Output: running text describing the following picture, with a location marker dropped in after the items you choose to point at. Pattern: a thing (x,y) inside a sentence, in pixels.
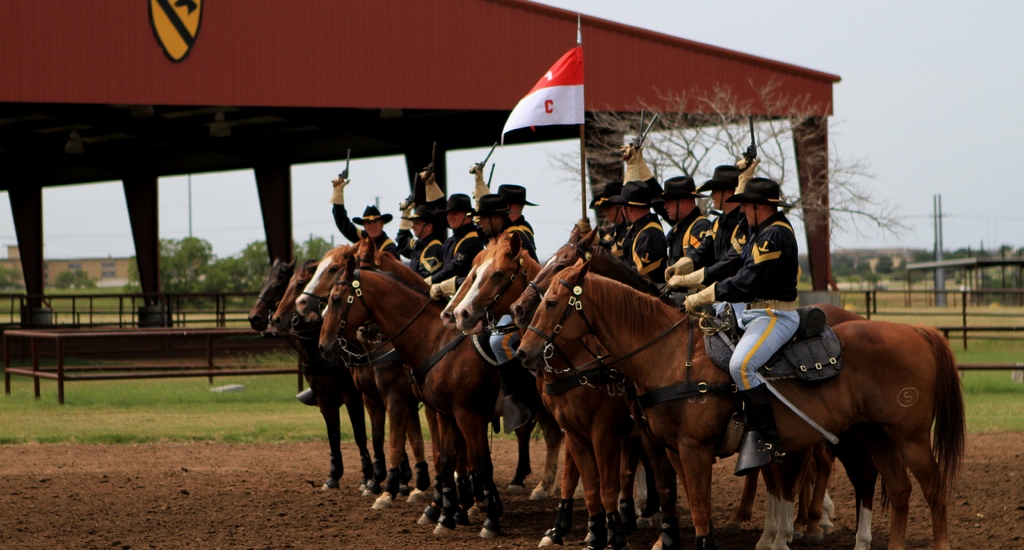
This image is taken outdoors. At the bottom of the image (191,507) there is a ground (176,433) with grass (218,415) on it. At the top of the image (873,67) there is a sky (914,164). In the background (920,259) there are many trees (219,275) and plants (233,277) and there is a house (115,273). There are a few poles (942,259). On the left side of the image (312,57) there is a stable (18,240) with a roof (404,110) and walls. There are a few railings (216,300). In the middle of the image (434,291) a few people (440,254) are sitting on the horses (658,324) and there is a flag (565,82) and they are holding guns (489,156) in their hands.
